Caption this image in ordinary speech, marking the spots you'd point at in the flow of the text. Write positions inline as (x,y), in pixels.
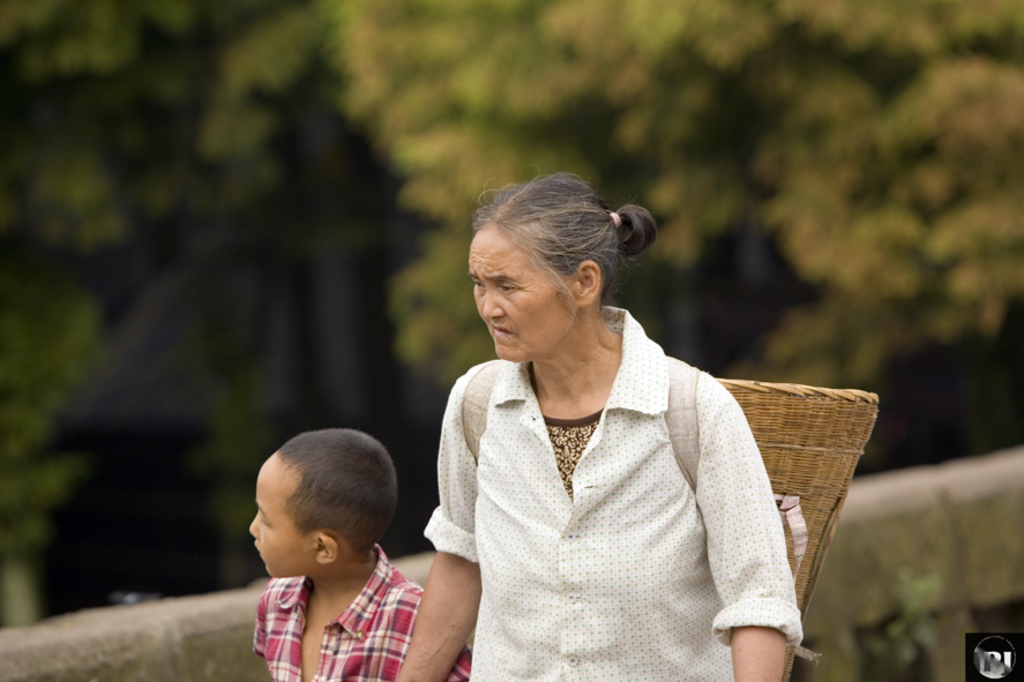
In this image, we can see people (553,395) and one of them is wearing a basket (671,417). In the background (723,265), there are trees (874,162) and we can see a wall (905,584).
